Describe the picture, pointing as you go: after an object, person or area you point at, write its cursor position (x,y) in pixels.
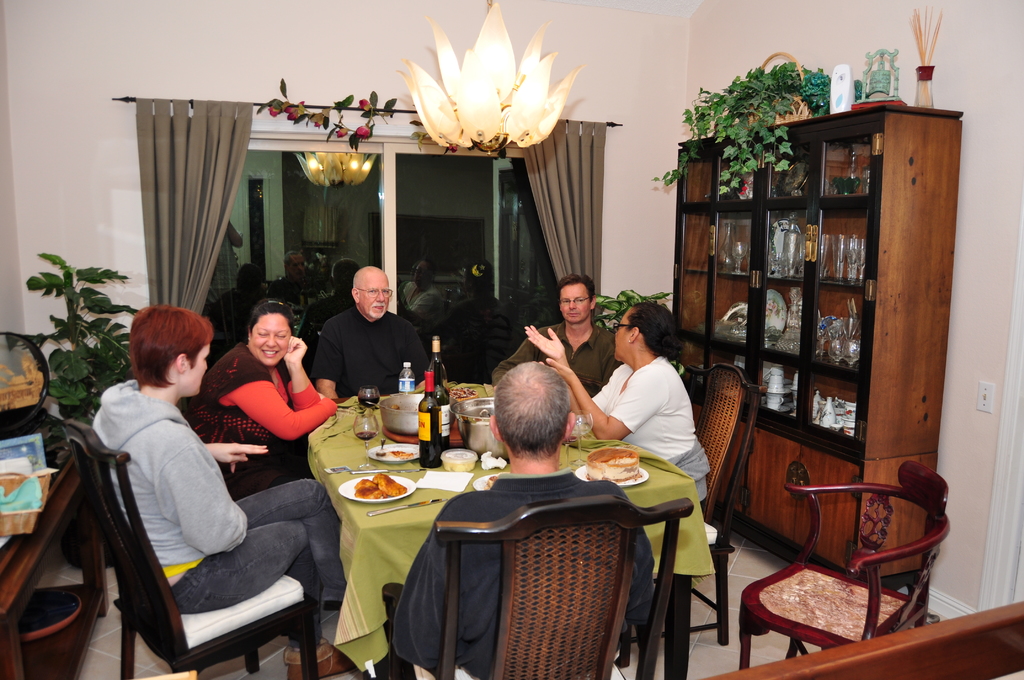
There is a group of people (531,389) sitting on a dining table (353,504) two persons (300,488) on the left side (266,432) one person (383,359) in the middle (381,338) one person (518,473) in the middle (592,366) two persons (586,354) on the right side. Woman (622,371) is having a conversation with these men (396,346). Woman (263,374) is smiling. There is bottle (434,421) and food (379,494) on the dining table (417,477). In the background (89,147) there is a wall (106,147) with white colour and a curtain (201,194), there is a house plant (89,334), there is a cupboard (823,280) with a glasses (784,247) inside this cupboard (840,289) there is a empty chair (830,601).
